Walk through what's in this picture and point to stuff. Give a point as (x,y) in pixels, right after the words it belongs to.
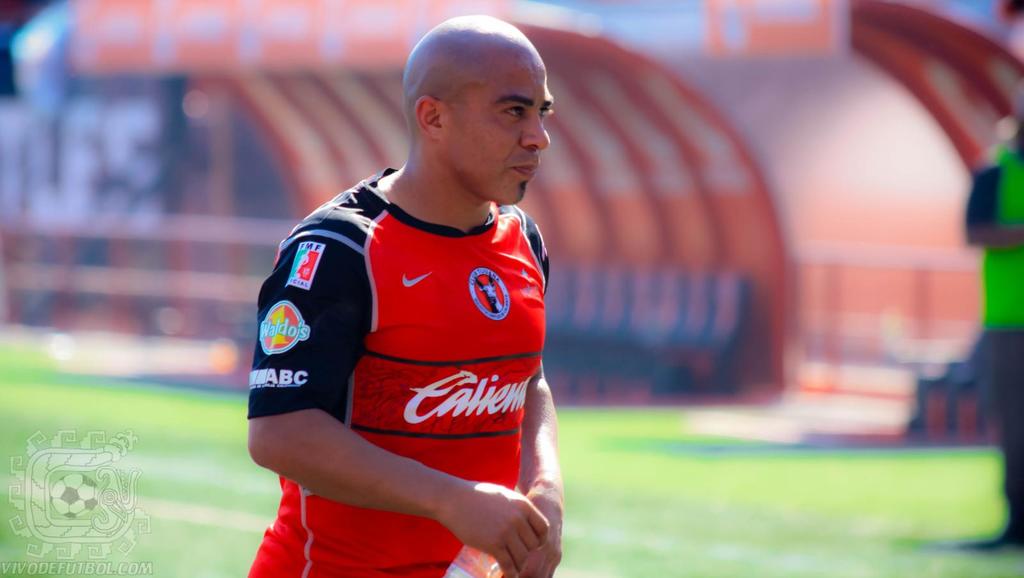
In this image, we can see a person (442,414) is holding an object (487,558). Background (778,292) there is a blur view. On the right side (1009,541), we can see a person (1021,525) is standing on the grass (836,549). Left side (119,483) bottom corner, we can see the logo (74,546) and text (110,576).
